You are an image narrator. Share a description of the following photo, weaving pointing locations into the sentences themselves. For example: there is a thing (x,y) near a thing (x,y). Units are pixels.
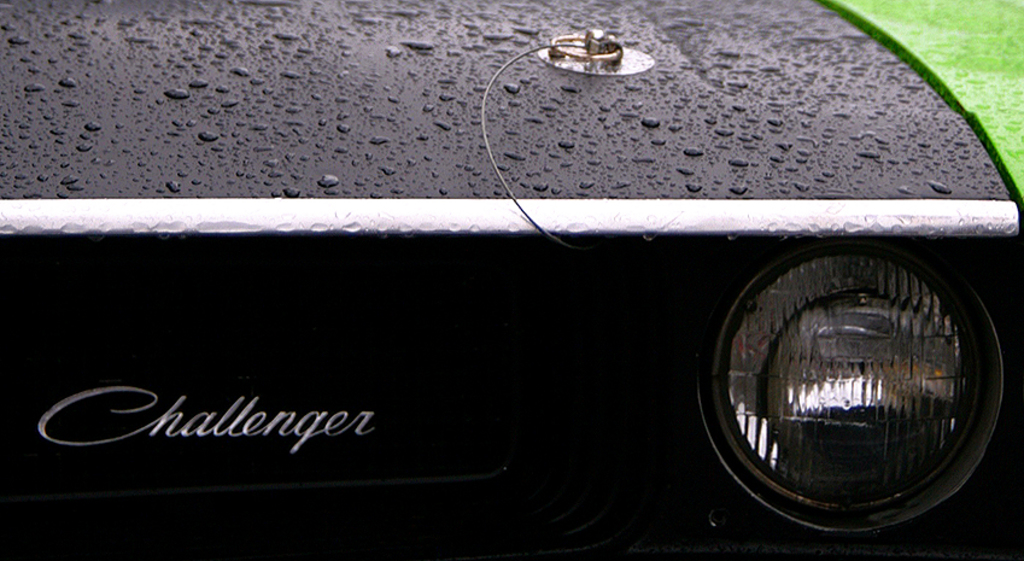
It seems to be a part of a vehicle (715,108). This object (677,173) is in black and green colors. In the middle of the image (440,208) there is a white color metal rod (619,220) which is attached to it. On the right side (818,385) there is a light (815,341). At the top of the image (592,56) there is a metal object (586,53). On the left side (249,416) there is some text (175,415).
